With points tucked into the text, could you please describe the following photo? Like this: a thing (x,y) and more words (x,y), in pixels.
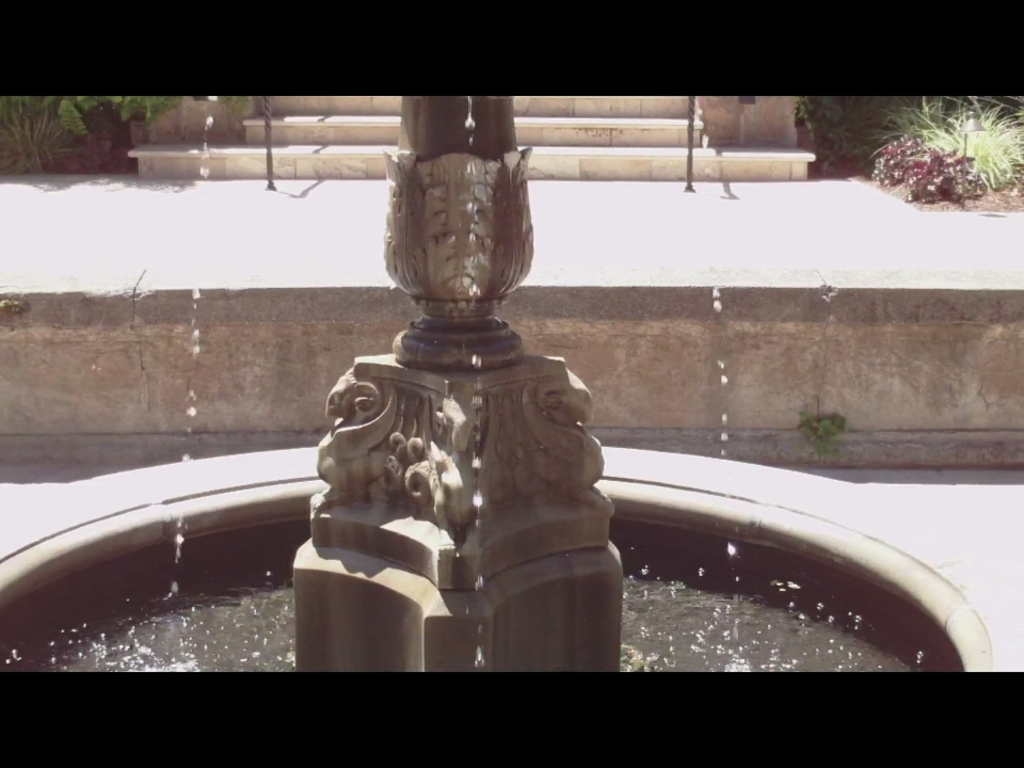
In the background (698,157) we can see stairs (600,168) and plants (1006,169). Here we can see water (793,646) and a pedestal (446,578).
